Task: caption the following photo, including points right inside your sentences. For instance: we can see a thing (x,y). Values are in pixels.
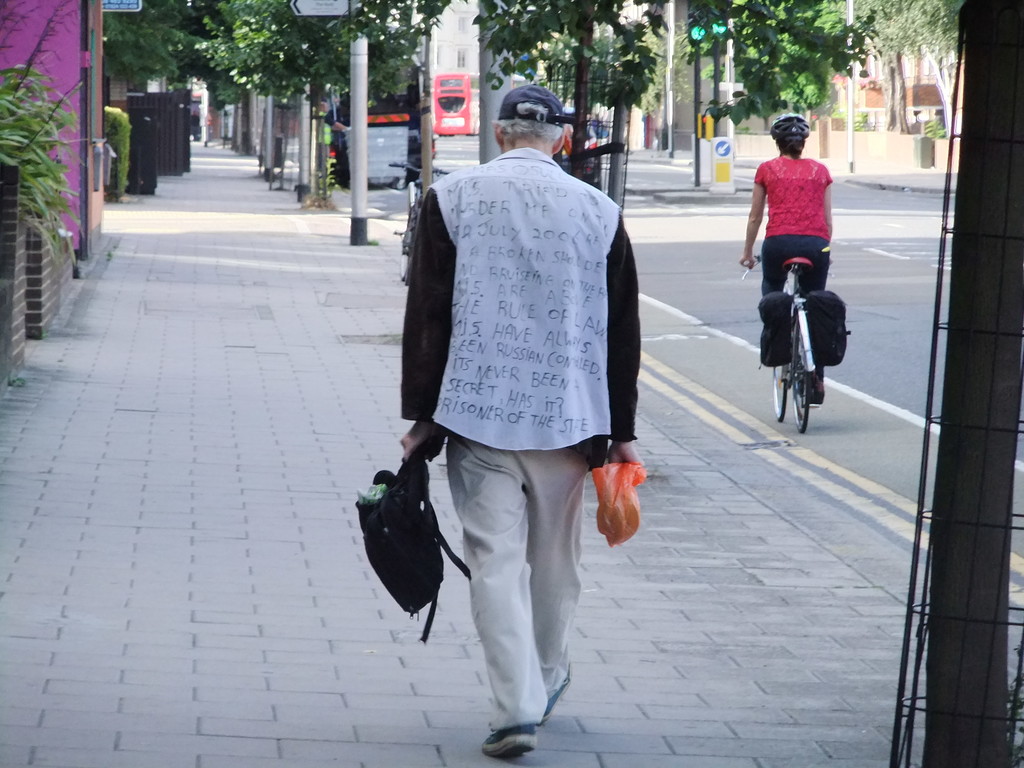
Picture is taken on the road (693,323) where two people (609,299) are there, at the right corner of the picture (807,313) one woman (796,220) is riding bicycle (796,301) in red shirt (796,199) and person (517,463) is walking and holding bags (403,576) in his hands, in front of him there are trees (310,85) and building (74,144).
